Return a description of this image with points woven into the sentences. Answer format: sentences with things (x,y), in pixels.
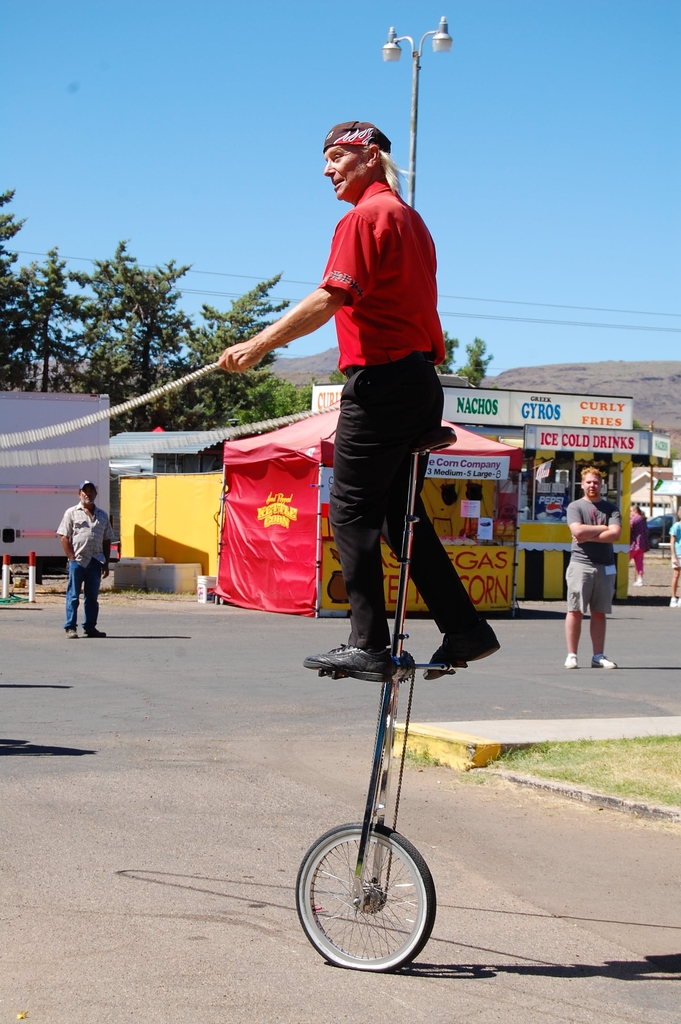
In this image we can see a person (345,578) sitting on the unicycle (315,846). At the bottom of the image (324,973) there is road (100,935). In the background of the image (442,454) there are stalls (438,475). There are people (588,577) standing. There are trees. There is a light pole (416,78). In the background of the image (438,178) there is sky (225,204).
